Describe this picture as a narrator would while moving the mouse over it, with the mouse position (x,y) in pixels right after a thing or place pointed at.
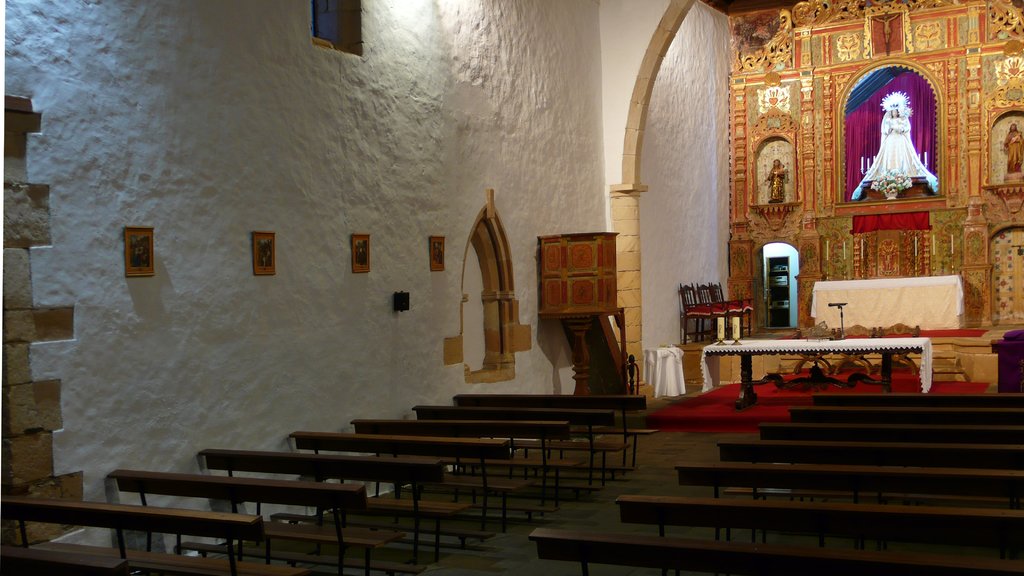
In the picture I can see the cathedral construction (308,399). I can see the wooden benches (874,575) on the floor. These are looking like photo frames (129,272) on the wall (420,250). I can see a table (844,289) which is covered with a white cloth (909,285). I can see the statues (893,160) of the goddess (900,143) on the top right side (900,143).
